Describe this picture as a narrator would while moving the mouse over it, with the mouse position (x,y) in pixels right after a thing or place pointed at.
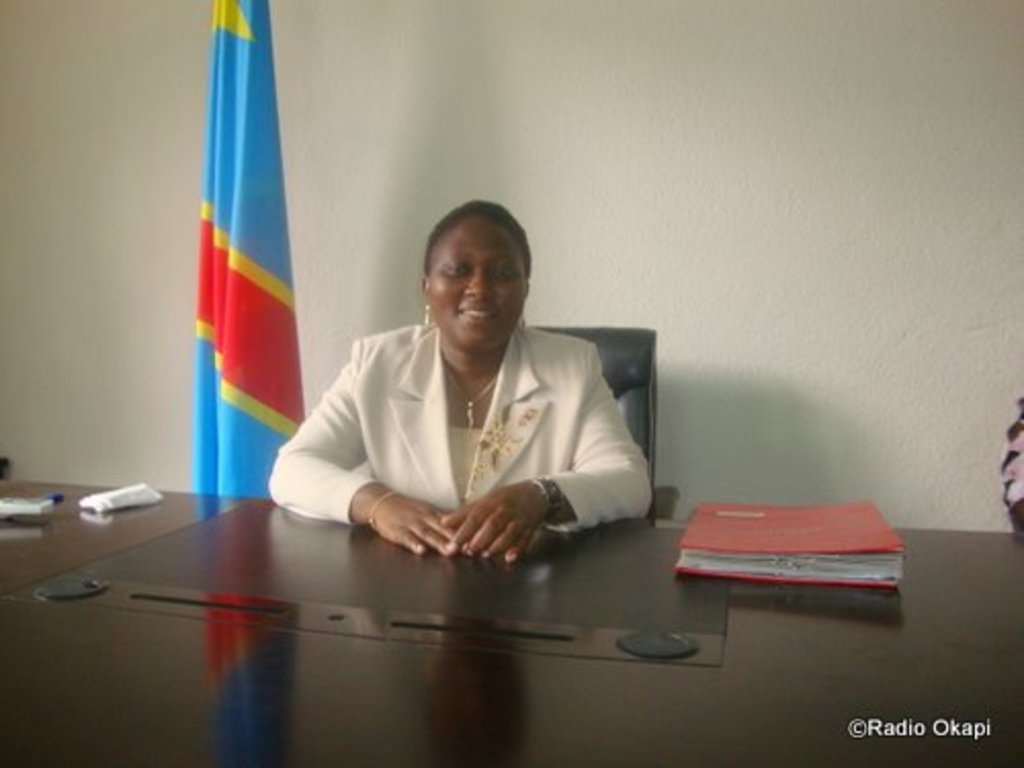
In this image I can see a woman (455,323) is sitting on a chair (633,348). I can see she is wearing white colour dress (426,406) and a necklace (469,415). In the front of her I can see a table (654,645) and on it I can see a red colour file (788,536), few white colour things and other stuffs (84,584). I can also see a watermark (958,727) on the bottom right side of this image (925,727) and in the background (287,226) I can see a flag (230,137) and the wall (581,235).
